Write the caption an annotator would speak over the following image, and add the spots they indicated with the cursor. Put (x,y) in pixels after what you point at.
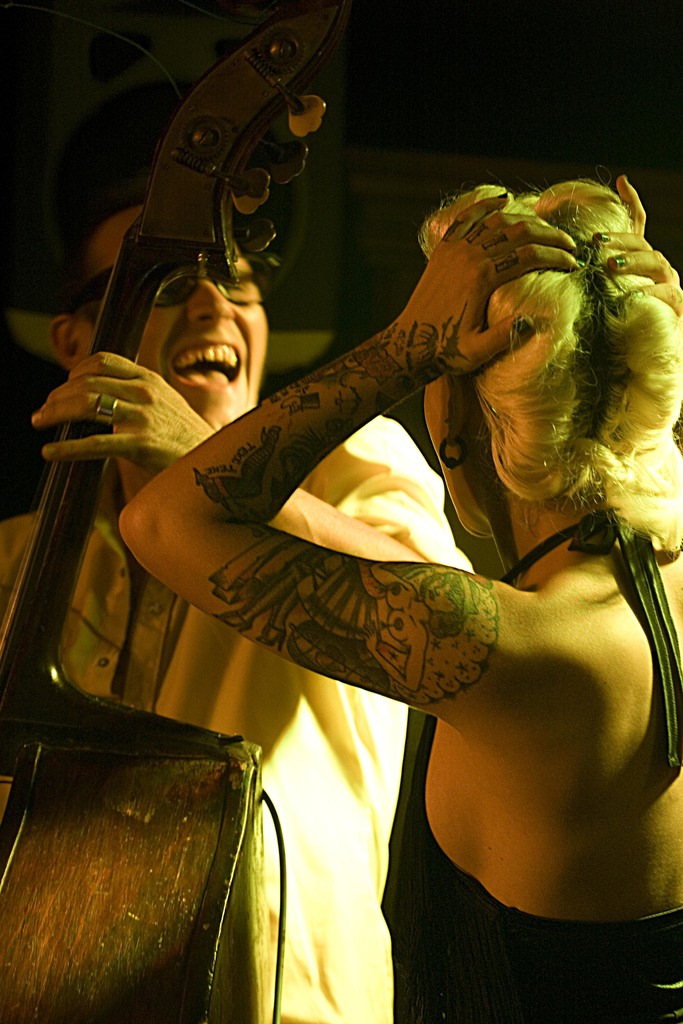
In this image we can see a man (258,351) and a woman (524,476) standing. In that a man (259,362) is holding the musical instrument (134,738). On the bottom of the image (207,912) we can see a wooden instrument body (245,916) and a wire (279,814).
